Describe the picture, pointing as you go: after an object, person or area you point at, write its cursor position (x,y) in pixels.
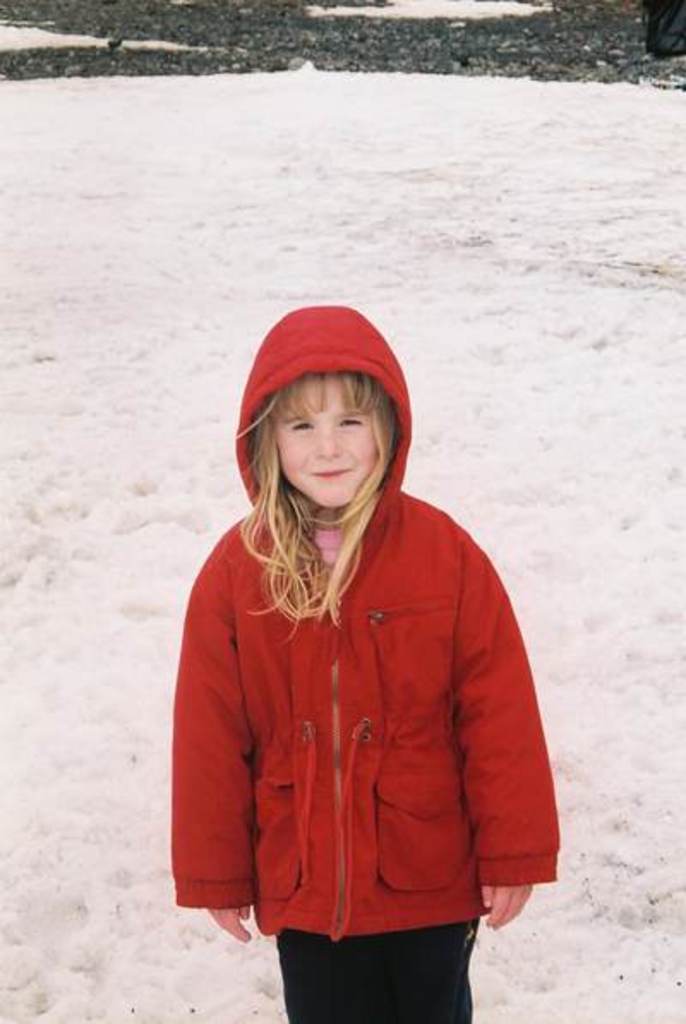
In the foreground of this picture (399,825), there is a girl (438,791) in red color coat (467,757) standing on the snow (534,917). In the background (631,122), there is the snow (388,147) and the road (142,28).
